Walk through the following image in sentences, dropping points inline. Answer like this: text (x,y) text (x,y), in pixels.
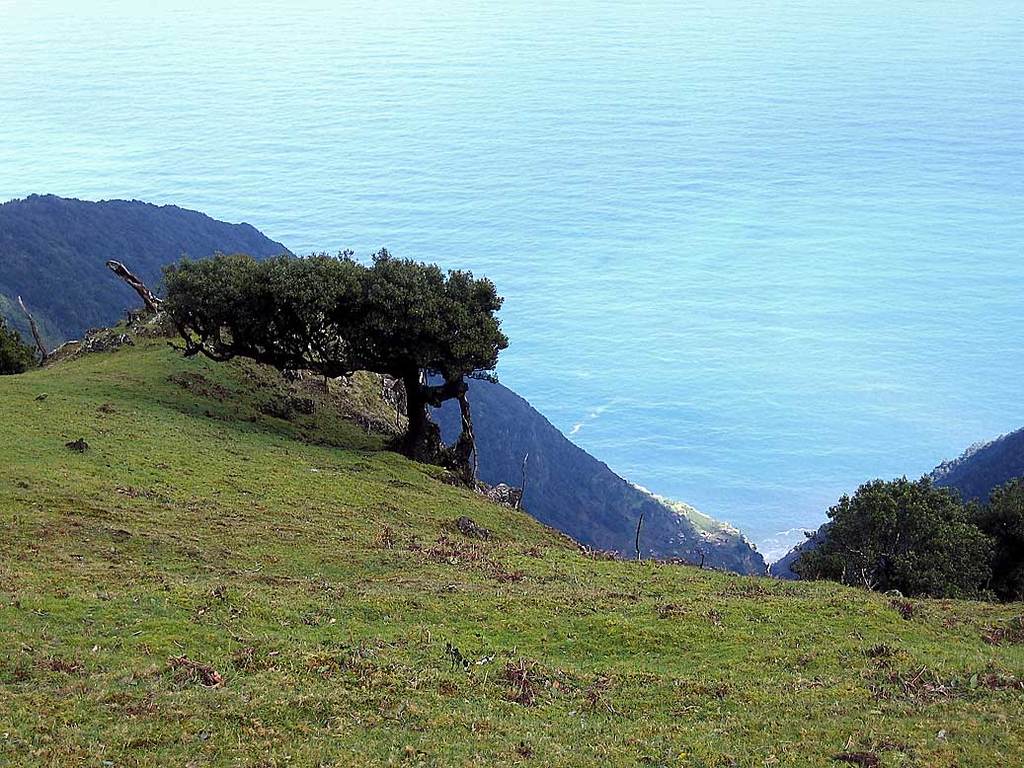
In this picture I can see the grass (309,534) and few trees (905,575) in front (907,643). In the background (17,152) I see the water (696,149).
